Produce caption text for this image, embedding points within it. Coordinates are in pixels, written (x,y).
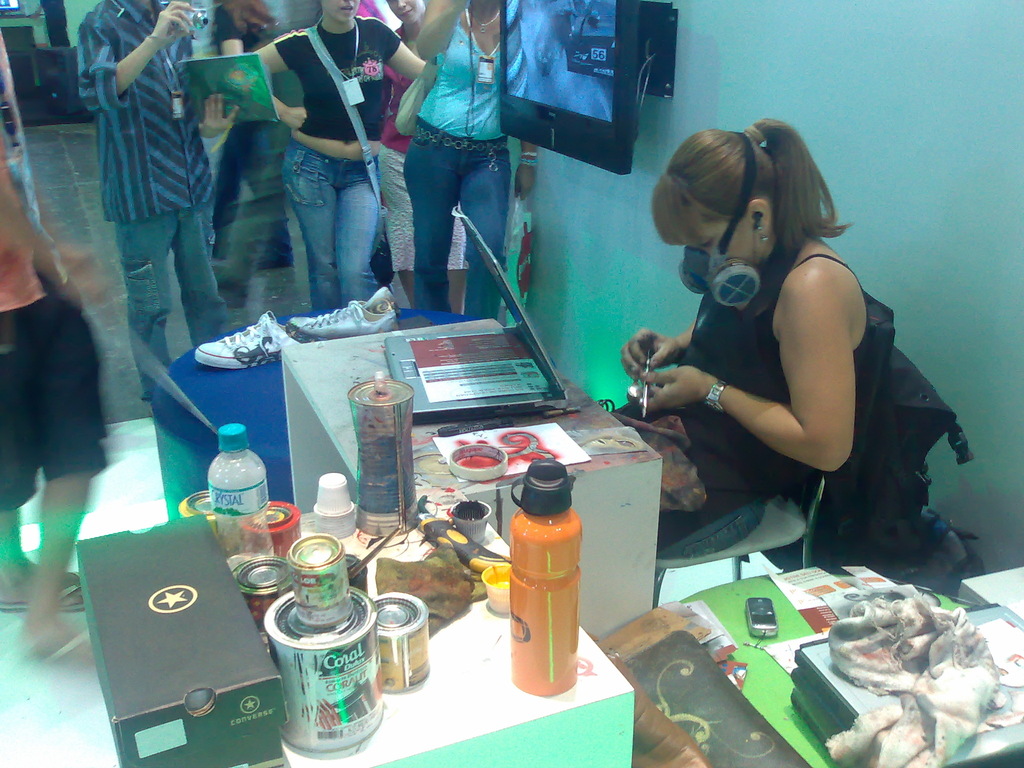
a person (766,397) is sitting, holding a object (635,387) in her hand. in front of her there is a table (322,431) on which there are paper (551,450), tape (464,464), bottle (233,459), tins (353,608) and shoes (284,327). behind her people (298,133) are standing and there is a screen (597,75) on the wall (988,128).
